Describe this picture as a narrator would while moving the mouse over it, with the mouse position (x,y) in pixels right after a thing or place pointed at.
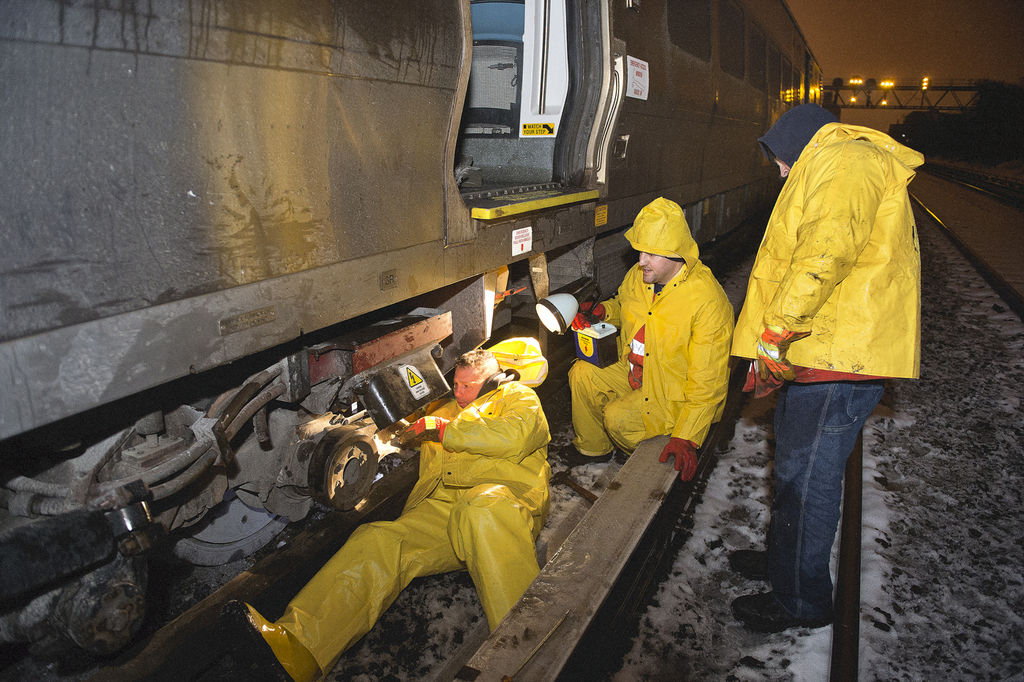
In this image we can see three people (507,457), among them one person (626,406) is holding an object (598,353), also we can see a train (6,419) on the track (153,676), there are some lights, trees (978,124), bridge (944,103) and the sky (904,65).
